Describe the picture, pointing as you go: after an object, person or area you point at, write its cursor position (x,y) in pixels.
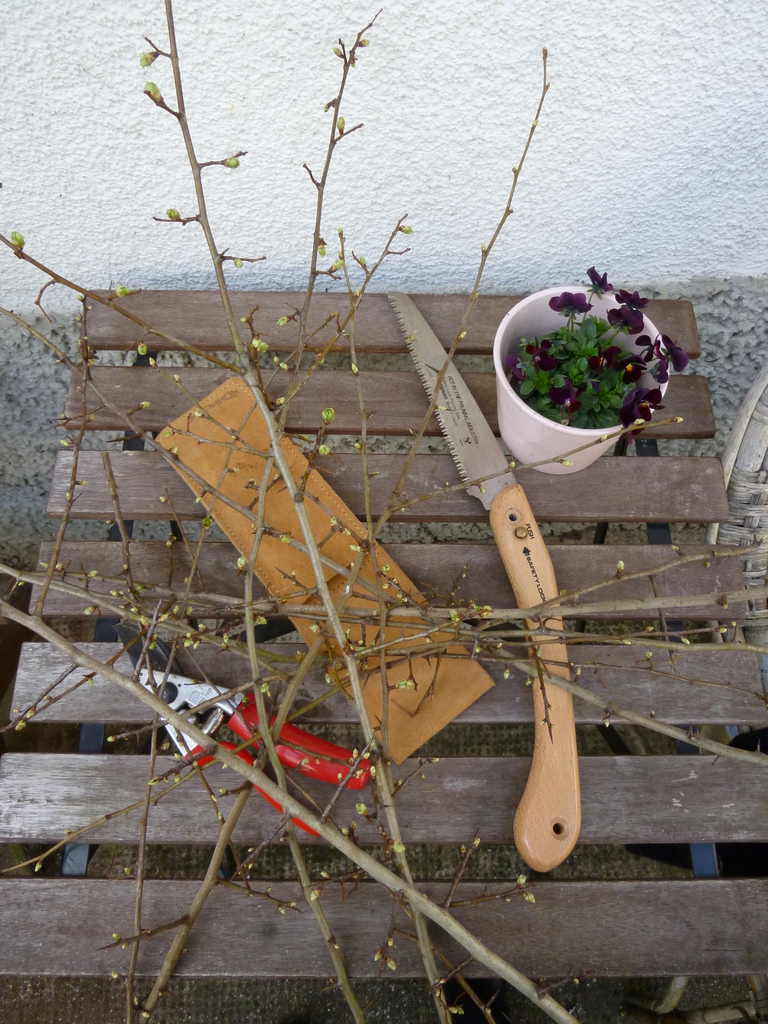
In the foreground of this image (481,649), on a table (437,582), there is a knife (544,737), flower pot (561,426), a leather object (423,688), few branches (291,382) of plants (314,541), a cutter (301,754) are on it. In the background (623,183), there is a wall (634,110).
